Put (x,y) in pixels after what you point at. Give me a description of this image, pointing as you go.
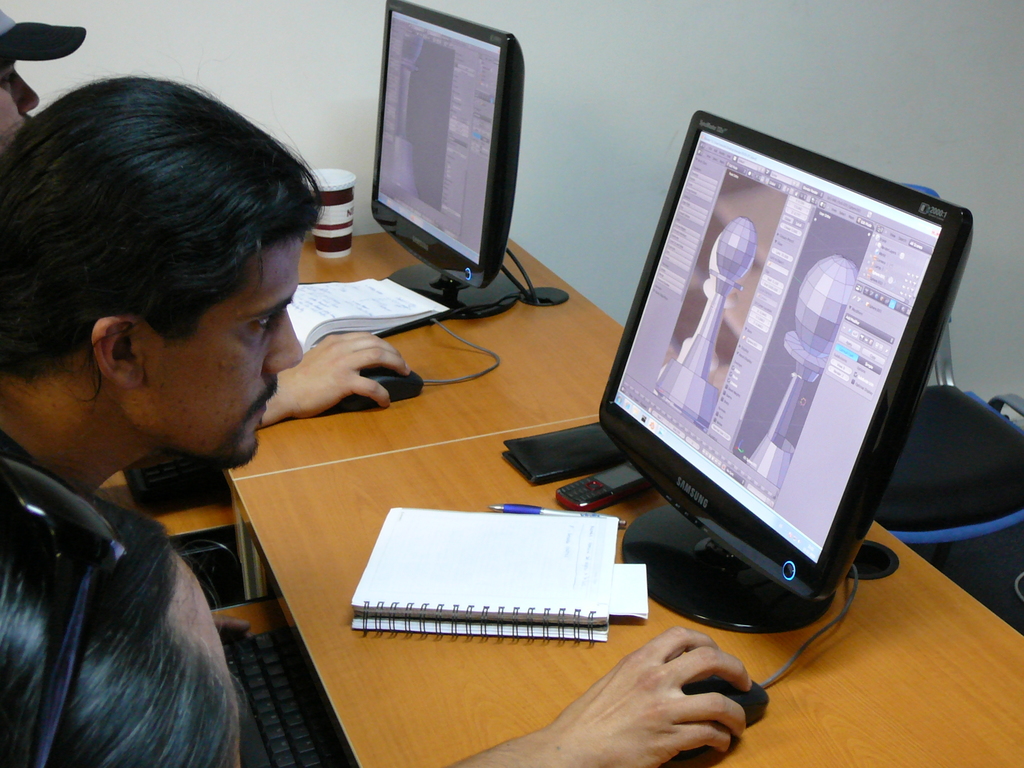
There are two computers (700,457), two books (345,314), one pen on the table (447,393) and 3 persons (140,633) are sitting on the chair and working on the computer (738,473).
